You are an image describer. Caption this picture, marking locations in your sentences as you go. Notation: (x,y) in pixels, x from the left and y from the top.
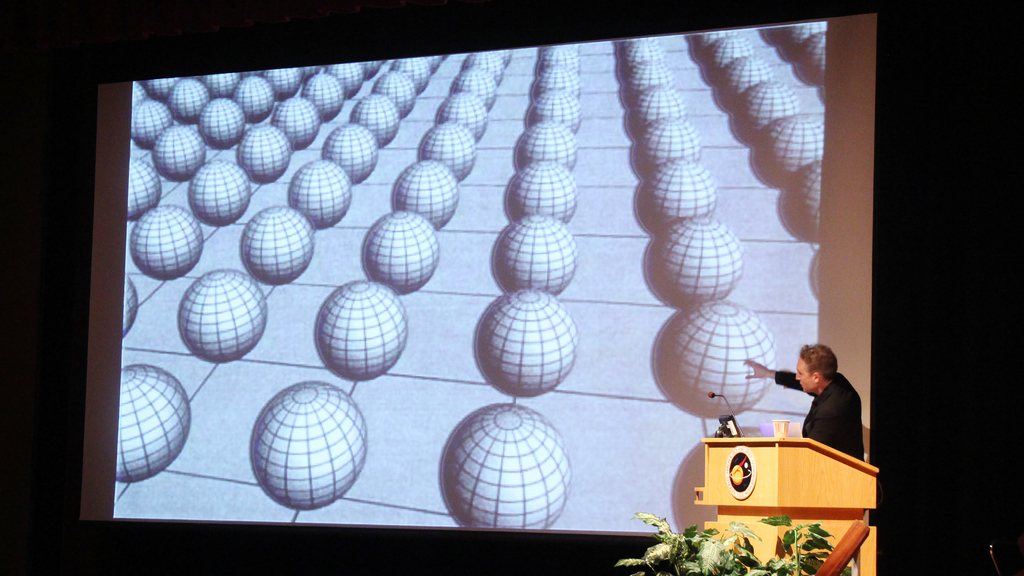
In this picture there is a projector screen (260,170) in the center of the image (583,307) and there is a man (830,353) who is standing on the right side of the image (822,365), behind the desk (699,493), he is explaining and there is a plant (768,524) at the bottom side of the image (672,541).
